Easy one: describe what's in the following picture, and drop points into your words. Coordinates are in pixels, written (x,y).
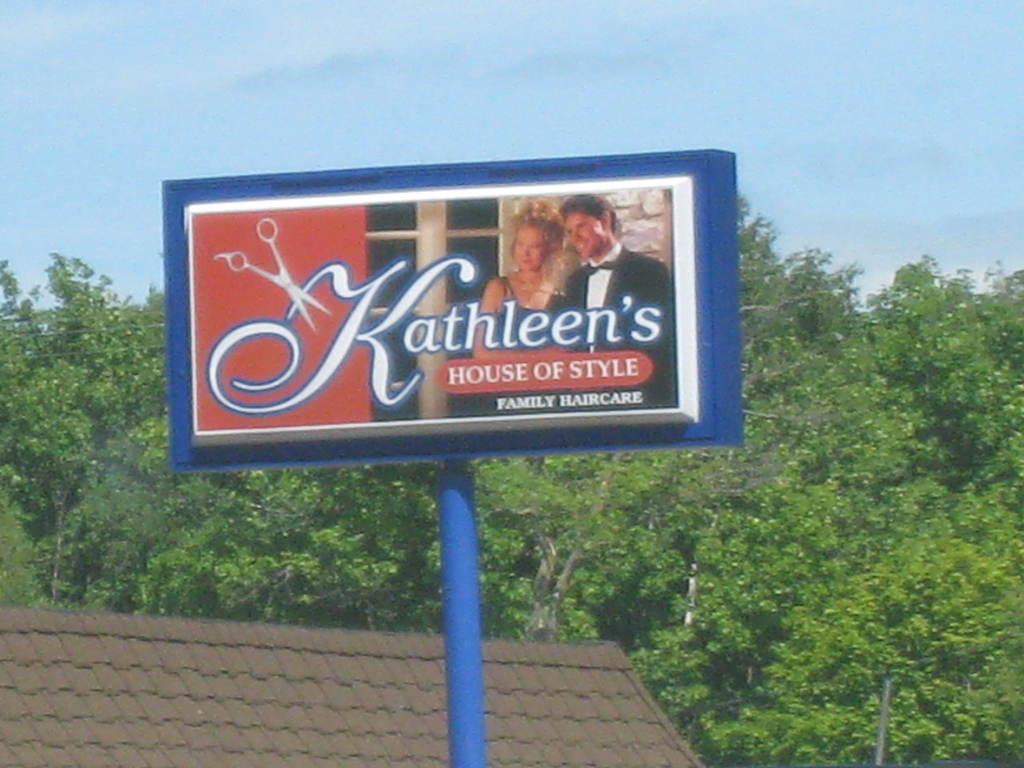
In this image, at the middle (476,362) there is a blue color sign board (414,396), on that sign board (457,362) there is KATHLEEN'S HOUSE OF STYLE is written, at the background (840,663) there are some green color trees (657,517), at the top (795,70) there is a blue color sky (666,70).
